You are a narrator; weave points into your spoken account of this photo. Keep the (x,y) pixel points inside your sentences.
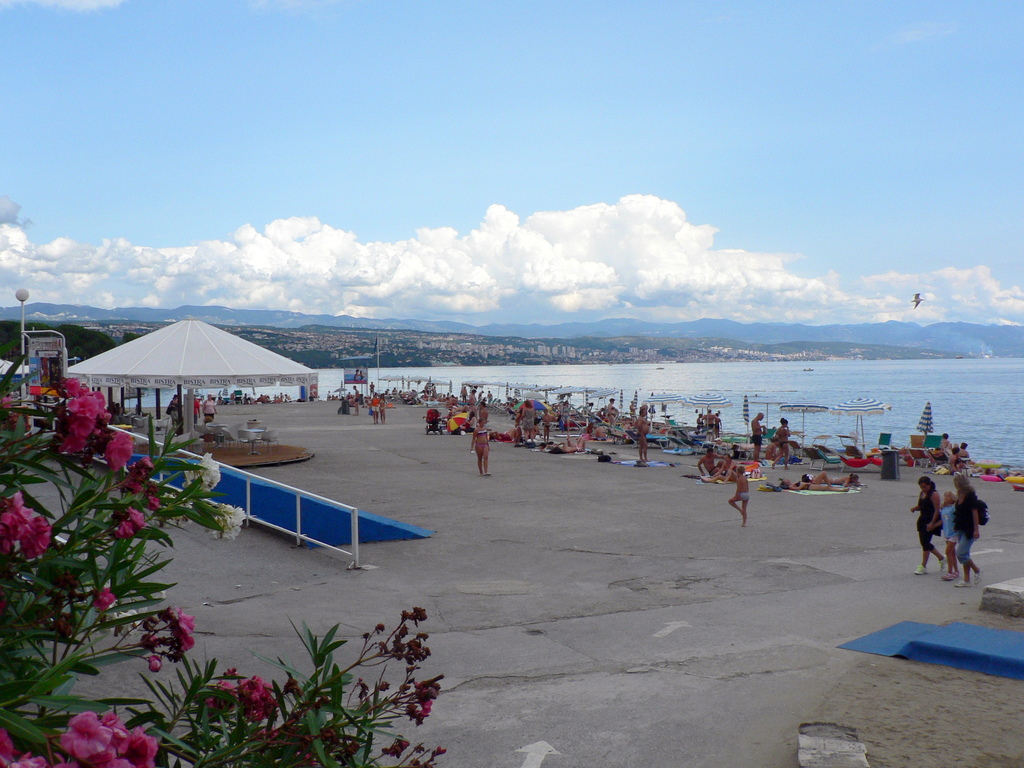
In this image there is a beach area (902,522) at right side of this image (687,413) and there a sea (755,389) at right side (787,385) to this image and there are some mountains (599,335) as we can see in middle of this image (665,335) and there is a cloudy sky (463,246) at top of this image (555,192) and there is a bird (919,304) at right side of this image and there are some persons (482,428) are resting at the beach area (425,432). There are some trees (213,674) at bottom left corner of this image (171,647) and there is an umbrella (202,356) which is in white color at left side of this image (207,370) and there are some persons (964,527) standing at right side of this image (938,552).
